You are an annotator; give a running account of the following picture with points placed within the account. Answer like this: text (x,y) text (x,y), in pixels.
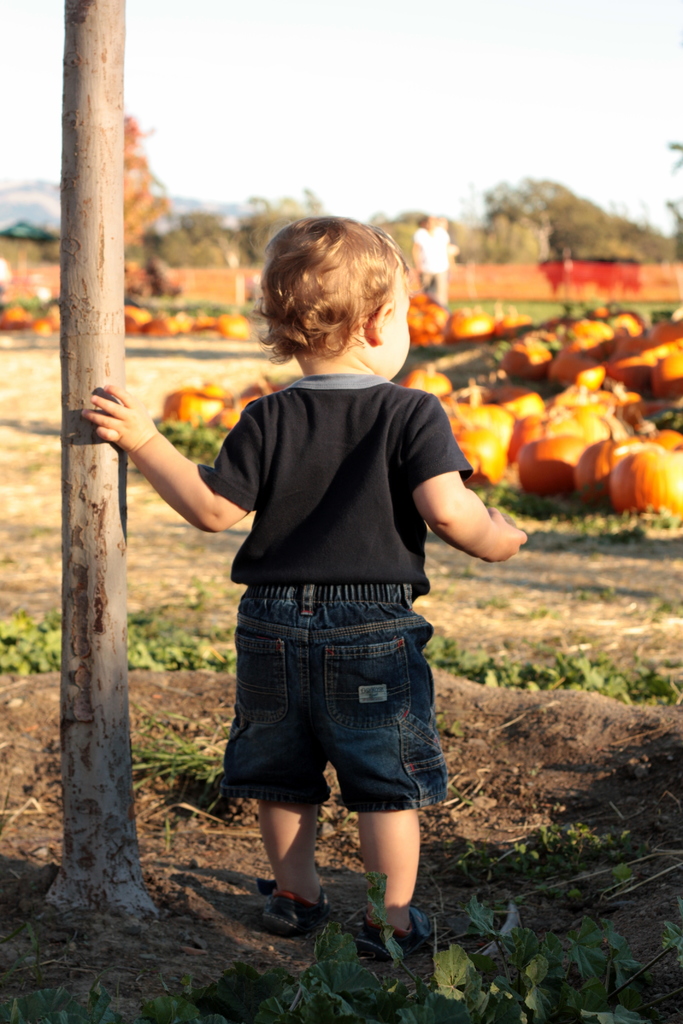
In this image we can see there is a little boy (315,523) standing and placed his hand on the trunk (92,546) of a tree (95,219), in front of the person (394,369) there are some pumpkin (551,425) on the surface (575,510) of the grass (540,505). In the background (396,210) there is a person (428,249) standing, trees (540,234) and a sky (508,170).
